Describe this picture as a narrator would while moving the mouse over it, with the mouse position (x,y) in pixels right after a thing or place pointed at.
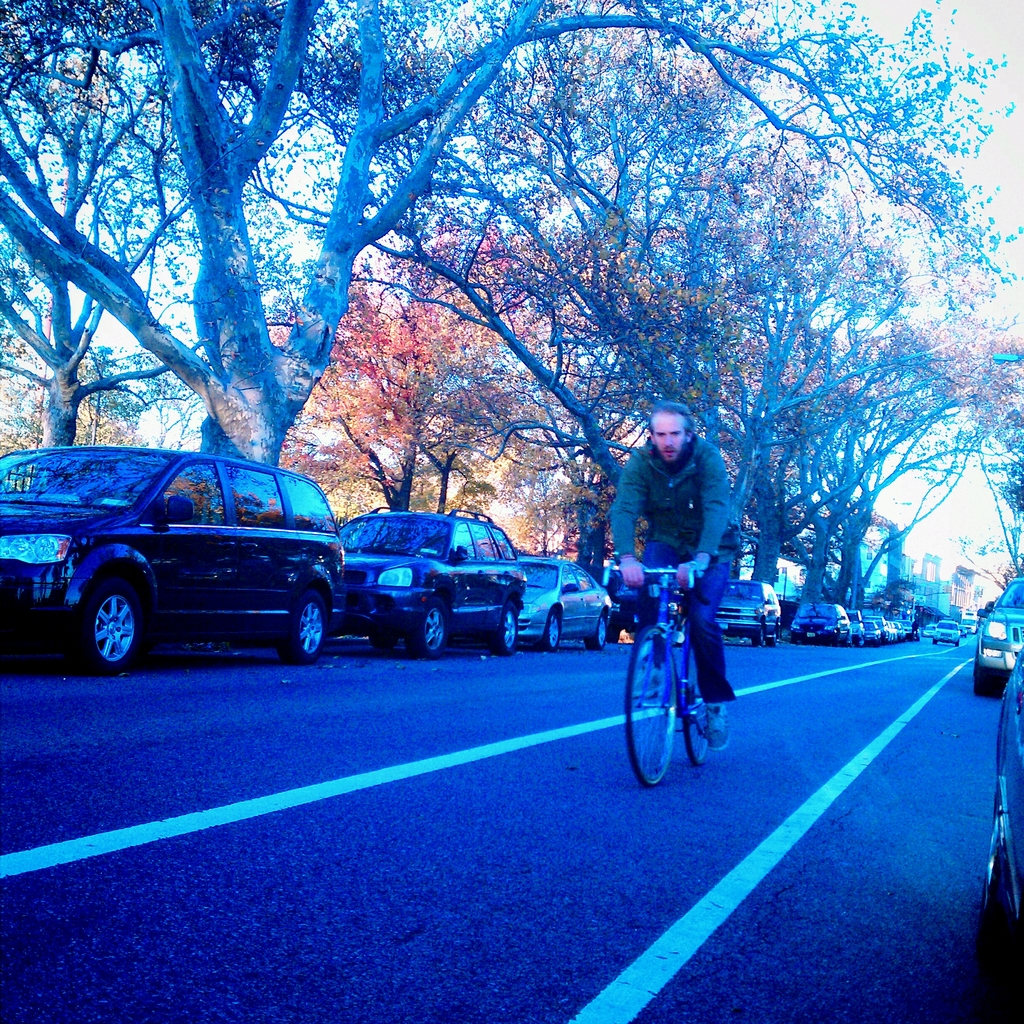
This picture is clicked outside. In the center (662,404) we can see a man (669,458) riding a bicycle (632,720) on the road (910,953) and we can see the group of cars (1000,618) parked on the road (892,669). In the background (894,416) we can see the sky (1020,215), trees (763,450), buildings (909,579) and some other objects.
